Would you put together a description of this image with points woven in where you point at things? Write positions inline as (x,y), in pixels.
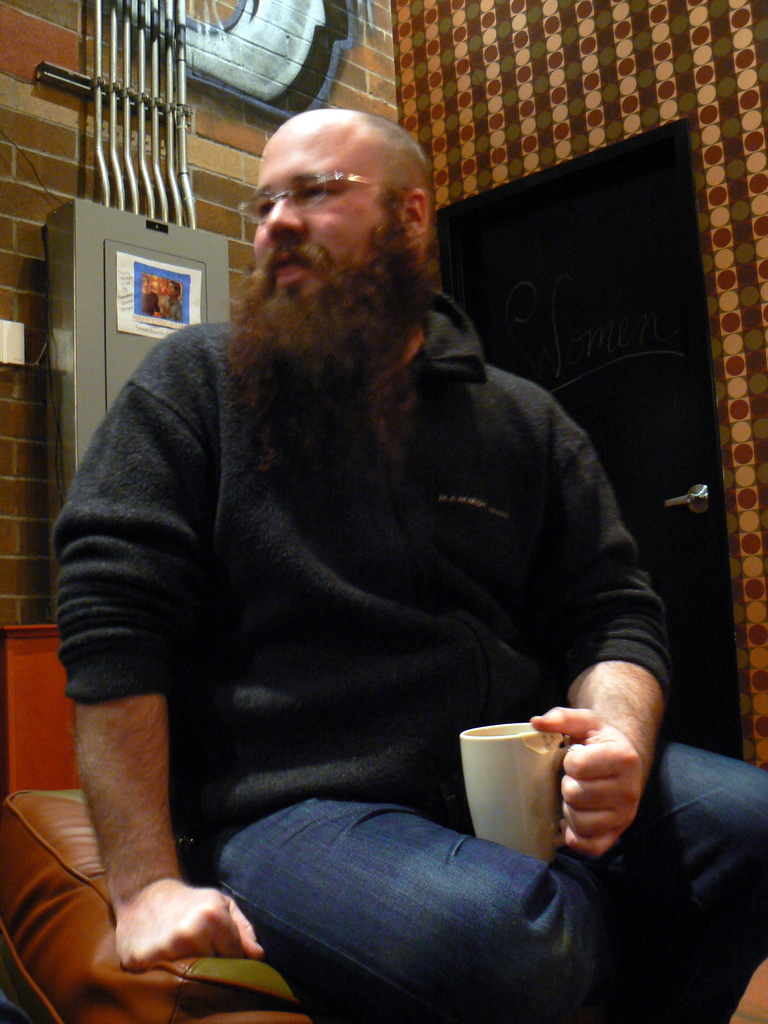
In this picture we can see a man (551,501) holding a white colour cup (536,761) in his hand (585,782). He wore spectacles (325,185). This is a door (641,403) on the background (652,414). This is a wall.
